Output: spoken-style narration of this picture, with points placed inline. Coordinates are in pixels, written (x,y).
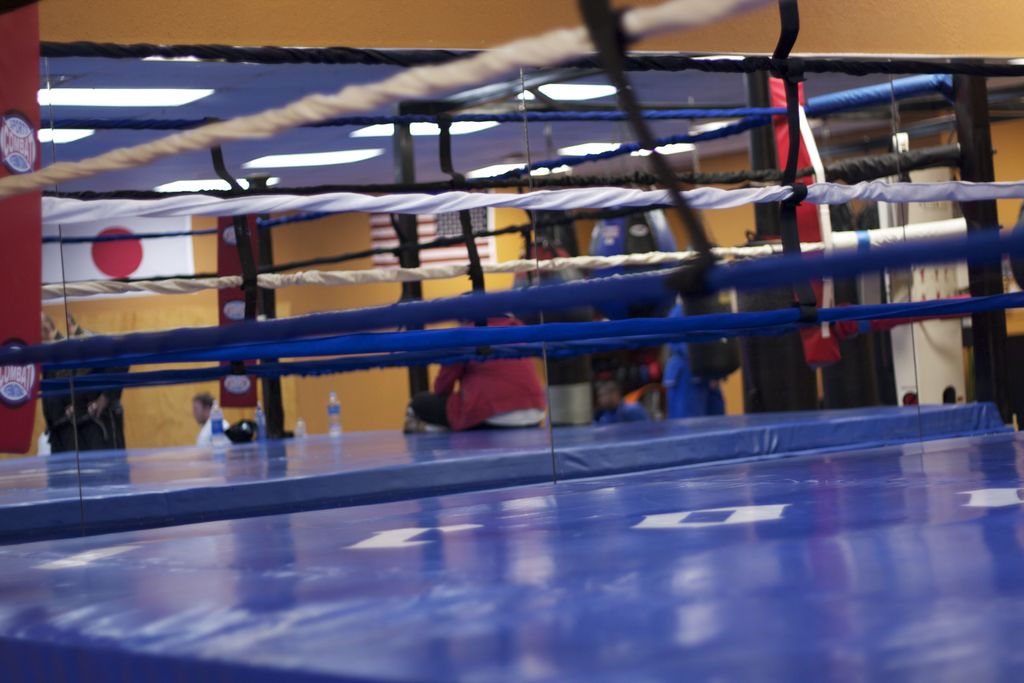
In this picture there is boxing ring (738,334) in the center of the image (440,316).
